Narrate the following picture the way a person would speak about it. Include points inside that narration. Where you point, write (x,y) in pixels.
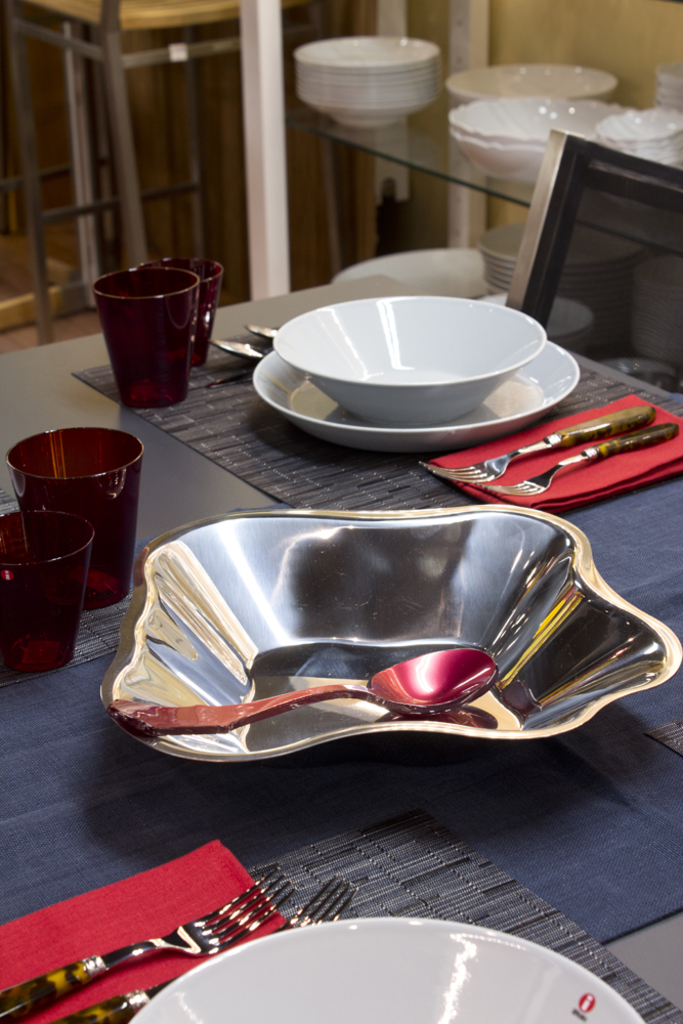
In the image we can see there is a bowl (597,703) in which there is a spoon (114,710) and the glasses (18,546) and there is a bowl (342,377) in a plate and two forks (585,460) on the cloth (617,474).
